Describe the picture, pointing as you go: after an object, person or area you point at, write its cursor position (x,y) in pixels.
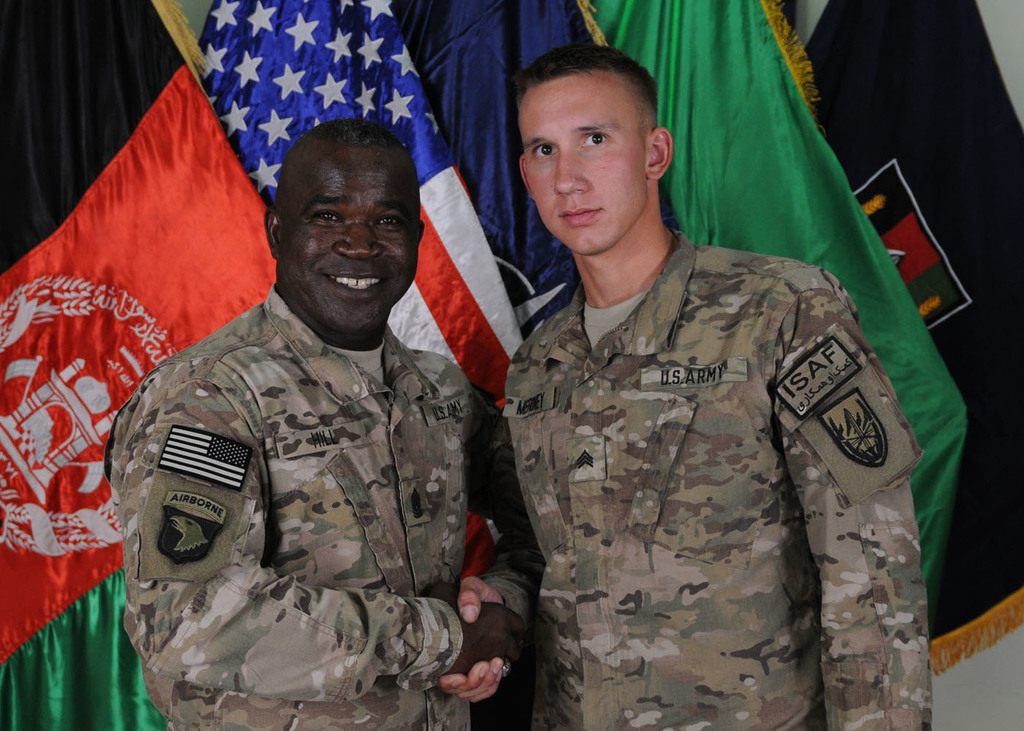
In this image we can see two people (325,466) standing, in the background (497,355), we can see some flags (548,318).
